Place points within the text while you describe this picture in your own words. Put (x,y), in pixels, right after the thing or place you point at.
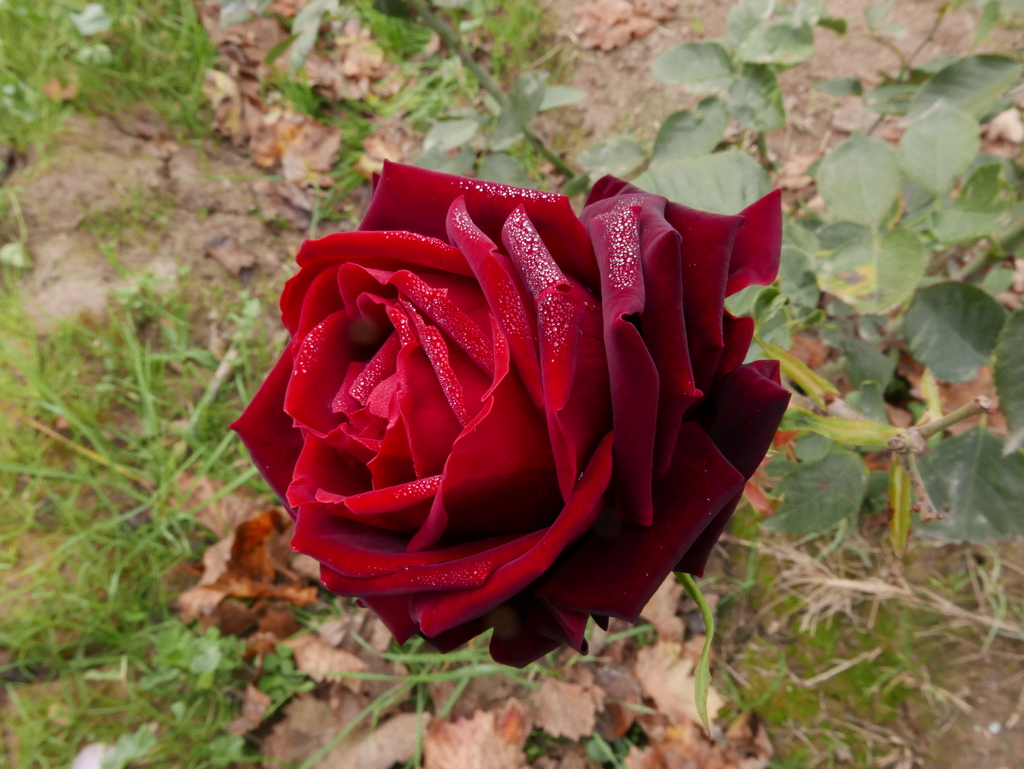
In this image I can see the flower (268,434) and the flower (458,486) is in red color. Background (888,281) I can see few plants (478,649) in green color.
